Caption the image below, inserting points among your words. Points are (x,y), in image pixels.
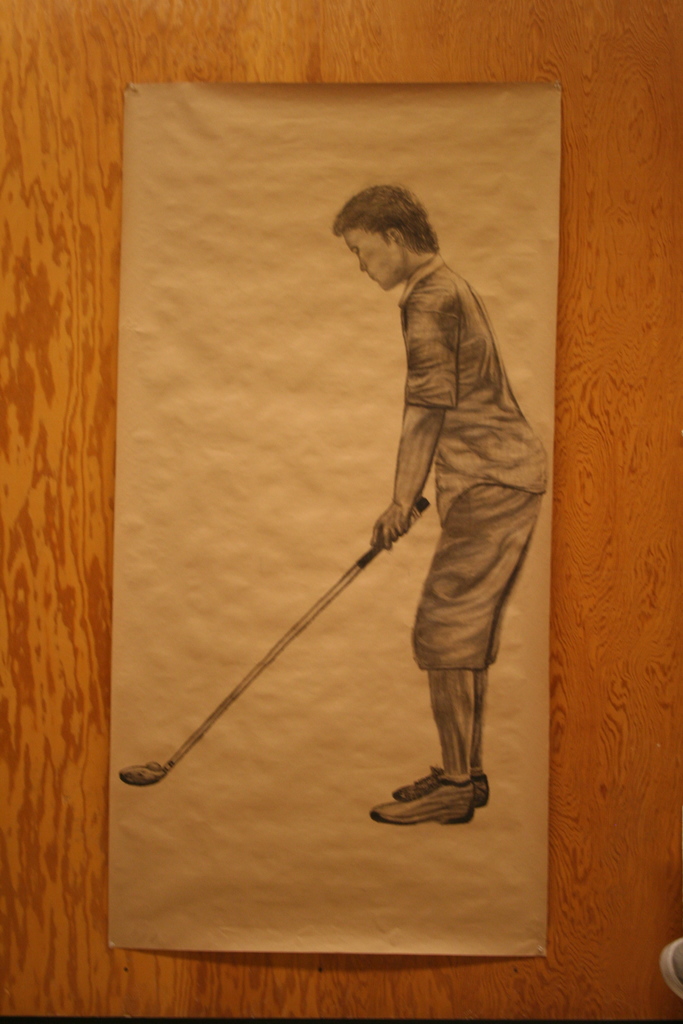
This image looks like a painting (364,610) on a paper (368,551) and I can see a wooden board (483,974). This picture might be taken in a room (374,808).
